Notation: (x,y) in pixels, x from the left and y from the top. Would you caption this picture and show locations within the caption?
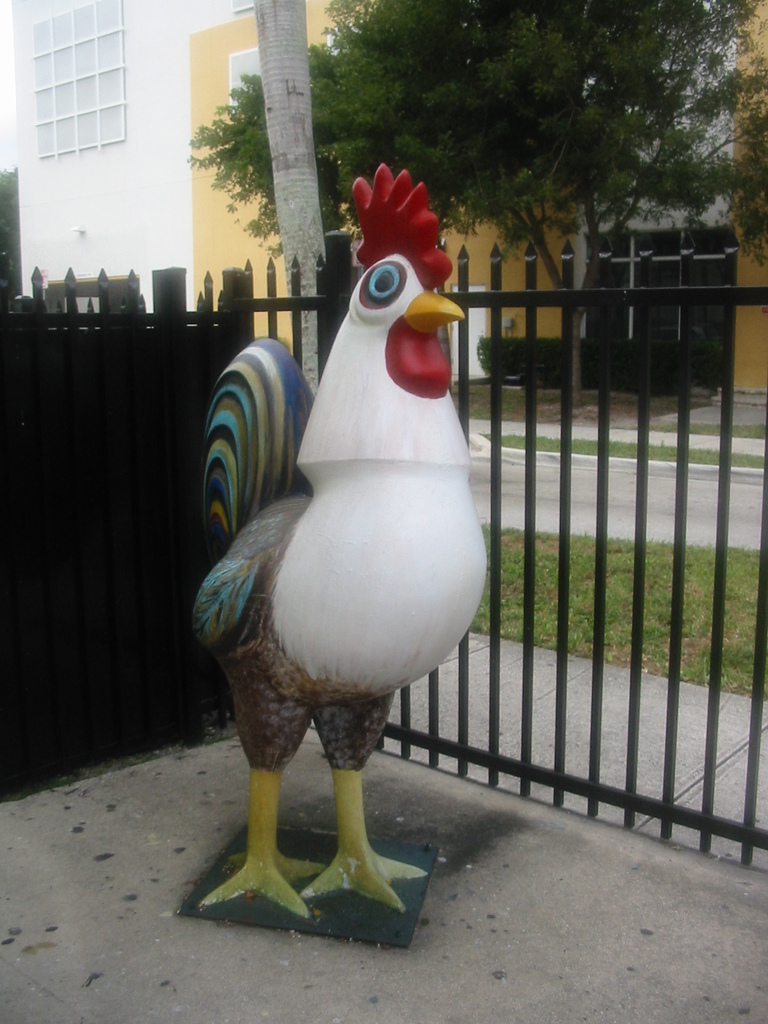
In this image I can see depiction of a chicken (323,496). I can also see Iron bars (568,454), grass (713,454), a tree (657,108), few buildings (48,223) and bushes (662,355) over there.
